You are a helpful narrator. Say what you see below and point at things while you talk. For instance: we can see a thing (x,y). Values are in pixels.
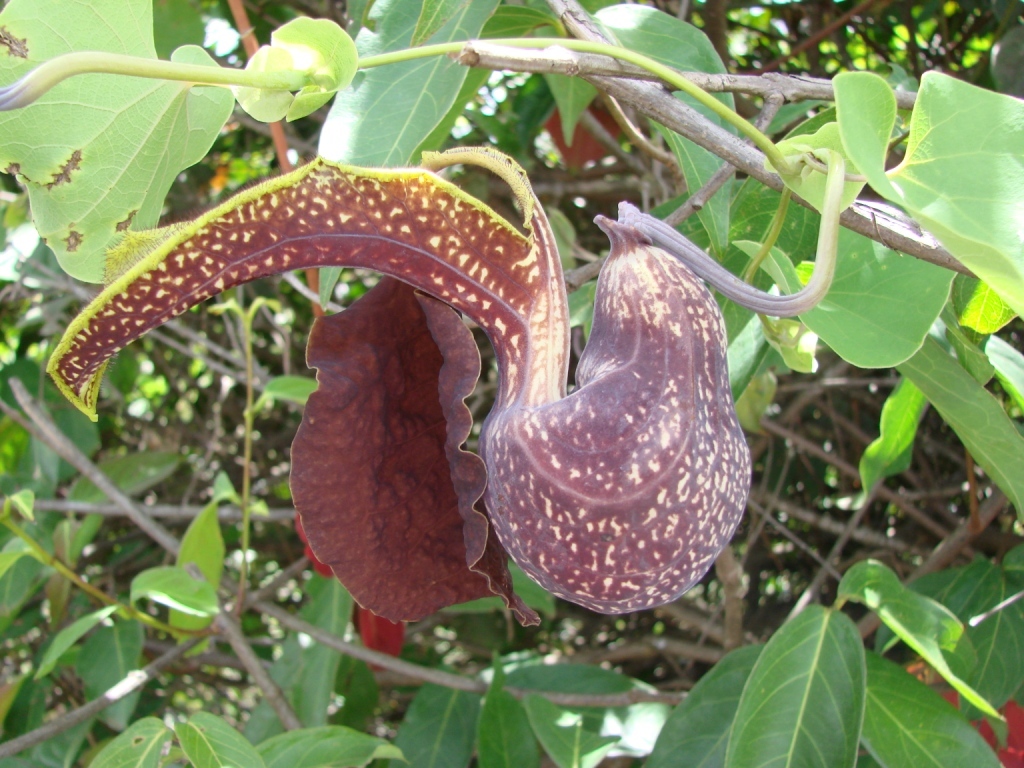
In this image I can see few leaves (602,442) of the plant (601,462) which are brown and green in color. I can see few other plants (579,84) in the background (907,11).
